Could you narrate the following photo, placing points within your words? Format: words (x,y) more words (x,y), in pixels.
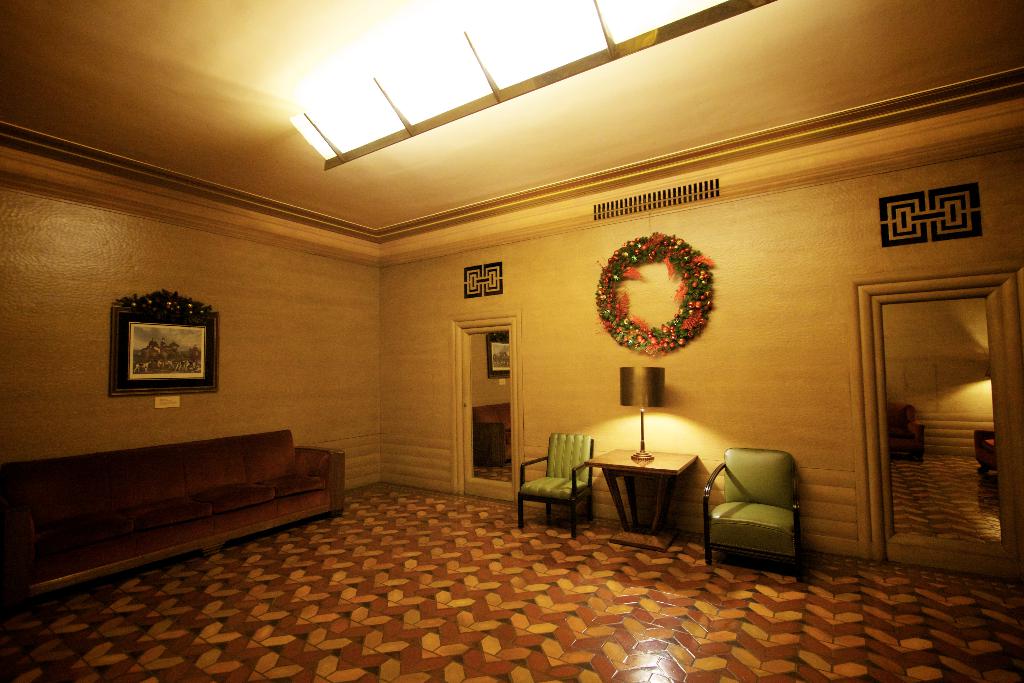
There is a sofa (178,451) on the left side of the image (1,529). On the wall (346,474) there is a photo frame (153,350). In the middle of the image (637,395) there is a table (640,471), on which lamp (642,411) is kept and both side of the table (662,456) there is a chair (567,457). On above the lamp (646,370) there is a garland (660,335) stick to the wall (726,324). In the middle of the image (498,376) and right side of the image (929,374) bottom there are two doors (910,457). There is a roof top (349,19) with light yellow and brown in color and having a light (492,89) on it.
